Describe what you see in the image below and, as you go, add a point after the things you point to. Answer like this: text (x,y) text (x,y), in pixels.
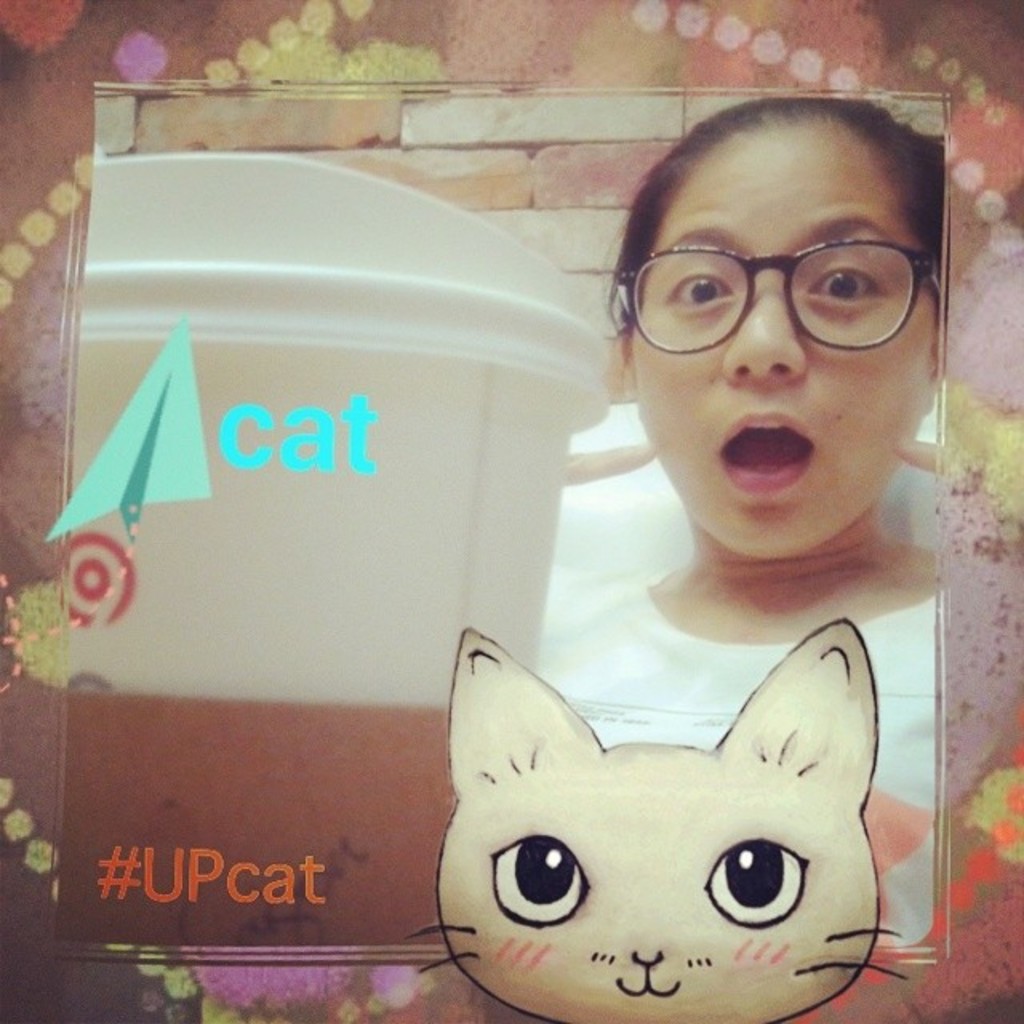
This is an edited image in which there is a girl (641,597) and there is some text (332,445) and there is a image of cartoon (726,903).
